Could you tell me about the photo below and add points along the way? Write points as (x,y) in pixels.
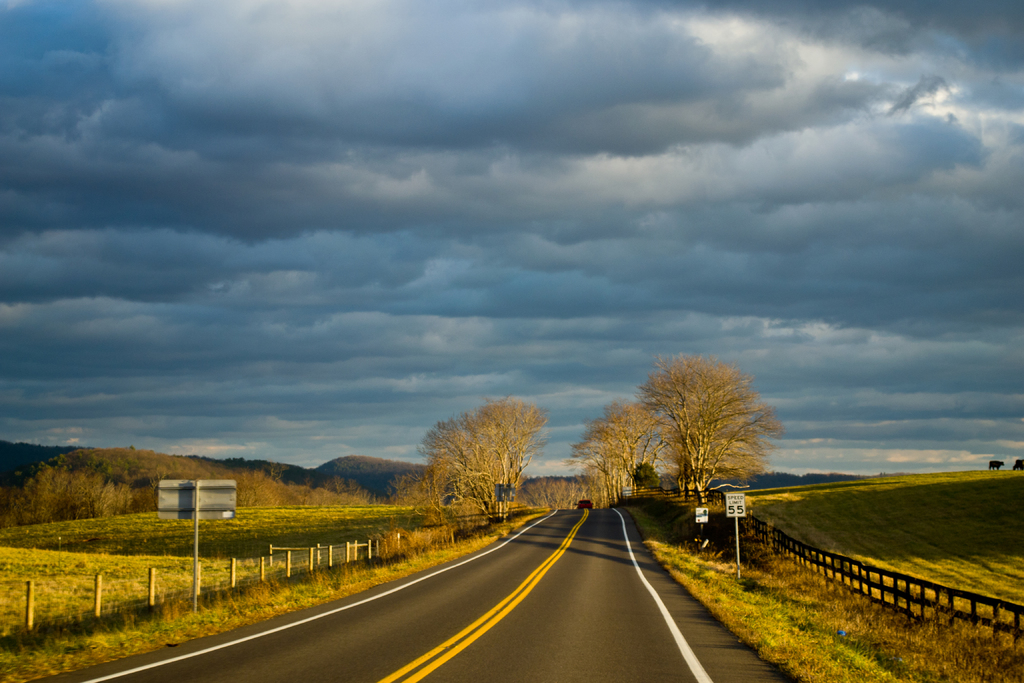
This image is clicked on the road (629,612). At the bottom (572,620), there is a road (577,574). In the front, we can see a car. On the left (281,533) and right, there are trees (600,500) and green grass (46,549) on the ground (664,525) along with fencing (791,548). At the top (586,106), there are clouds (505,348) in the sky (336,422).
